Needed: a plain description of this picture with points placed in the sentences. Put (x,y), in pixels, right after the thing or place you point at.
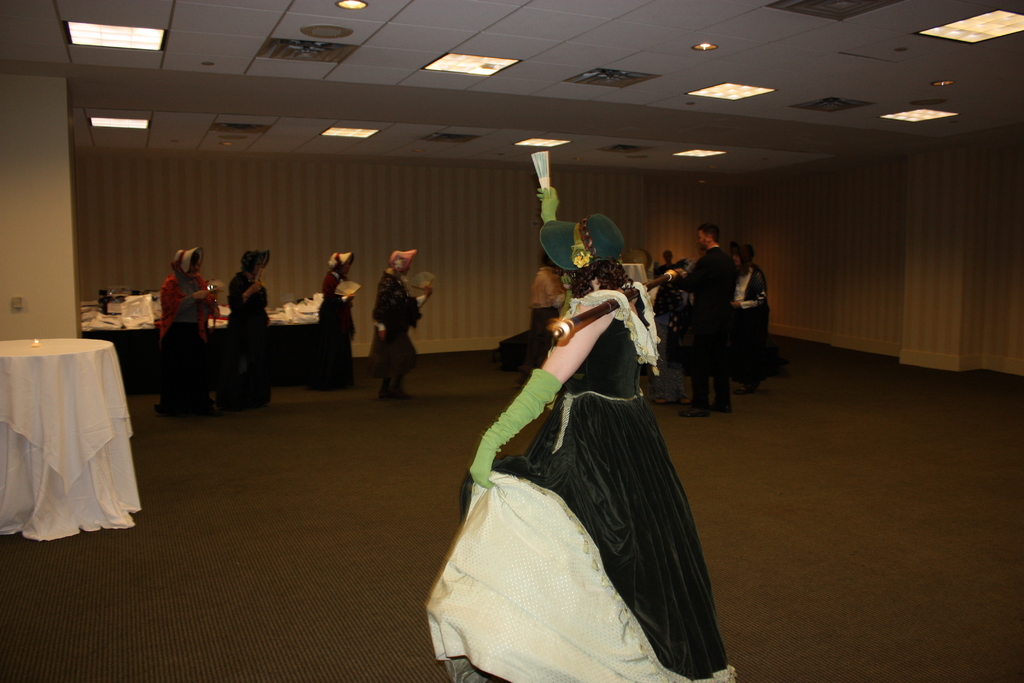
In the center of the picture (560,315) there is a woman (578,405) dancing. On the left (67,421) there is a table (46,398). At the top (749,85) there are lights (710,96) to the ceiling (585,157). In the background (378,295) there are people (707,282) tables (113,309) and other objects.
